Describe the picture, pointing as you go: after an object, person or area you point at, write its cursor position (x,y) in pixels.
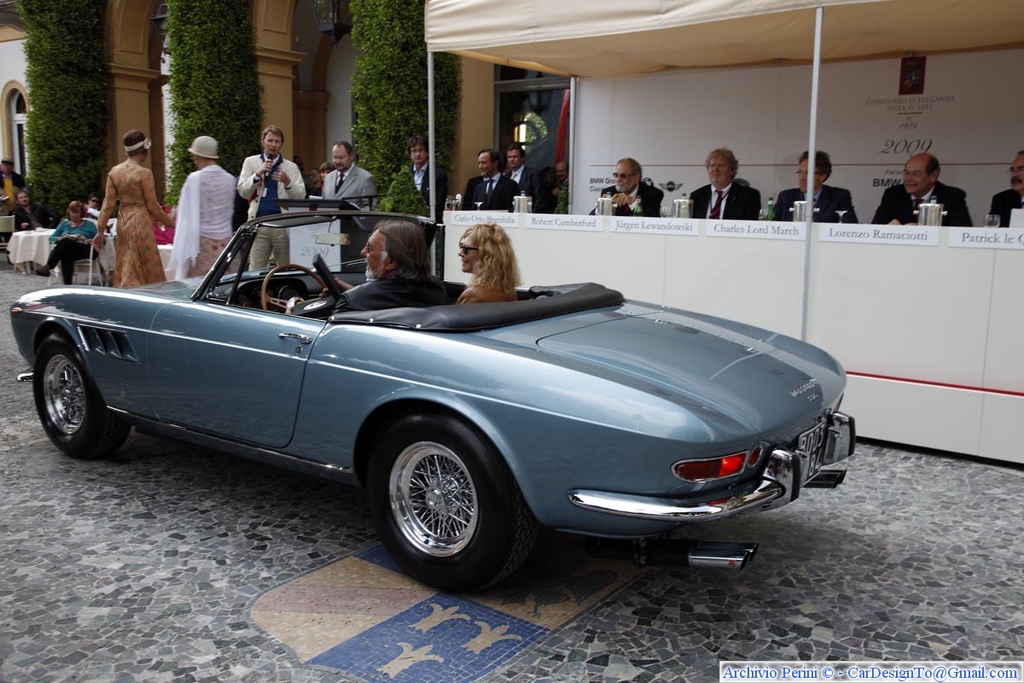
In this image we can see a man (369,285) and a woman (476,271) in the car (491,334) which is on the road (343,609). In the background (504,211), we can see people (322,167) standing and some are sitting on the chairs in front of the table (786,243) with name boards (507,224) and also glasses (992,215) and they are sitting under the tent (737,33). We can also see the building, bushes (260,84), tables (37,245), chairs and also the banner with text (932,105). In the bottom right corner (805,667) we can see the text (882,676).
